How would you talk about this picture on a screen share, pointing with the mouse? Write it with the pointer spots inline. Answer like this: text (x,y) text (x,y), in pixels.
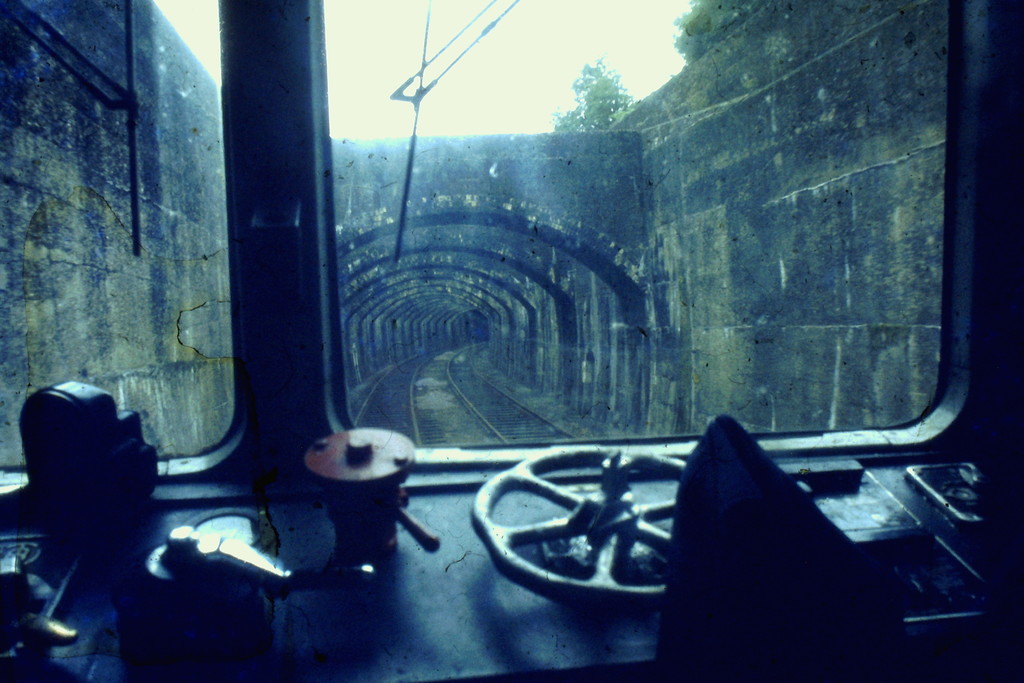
In this image I can see there is an interior view of the train (451,466) and there are two railway tracks (416,390) and there is a tunnel (557,239) and there are two walls (690,278) to the left (158,311) and right sides, there are few trees (694,43) and the sky (363,70) is clear.
